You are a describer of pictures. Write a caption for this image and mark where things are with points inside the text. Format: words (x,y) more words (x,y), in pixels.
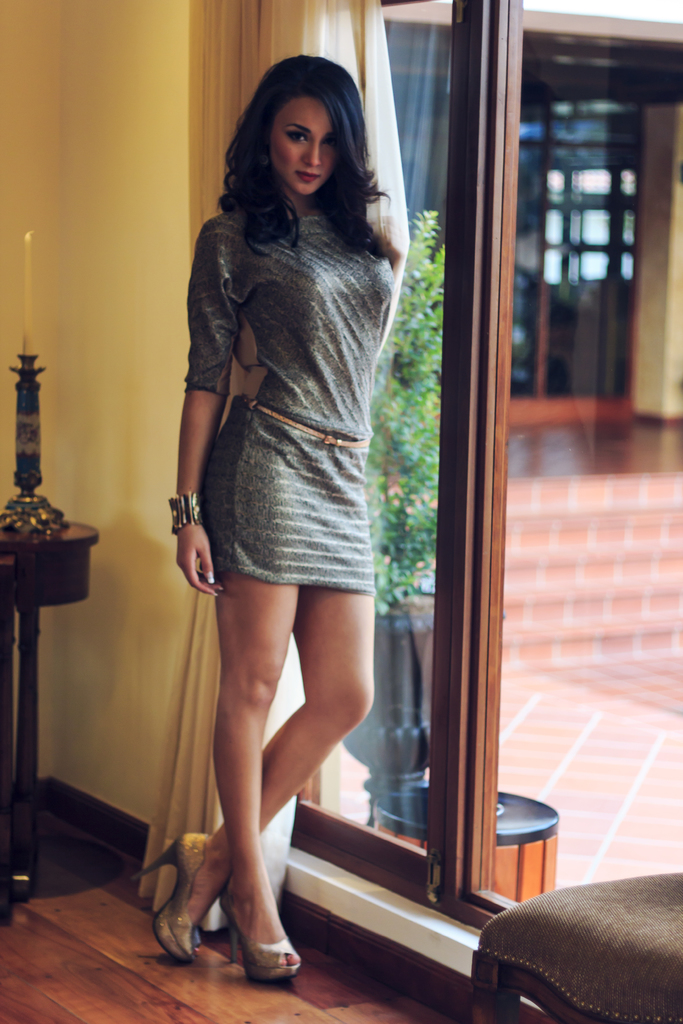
There is a woman (266,570) standing, beside this woman (361,583) we can see glass (419,364) and curtain (288,659), through this glass (616,164) we can see plant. Behind this woman (221,452) we can see candle (32,393) on the table (30,545) and wall (112,361).
